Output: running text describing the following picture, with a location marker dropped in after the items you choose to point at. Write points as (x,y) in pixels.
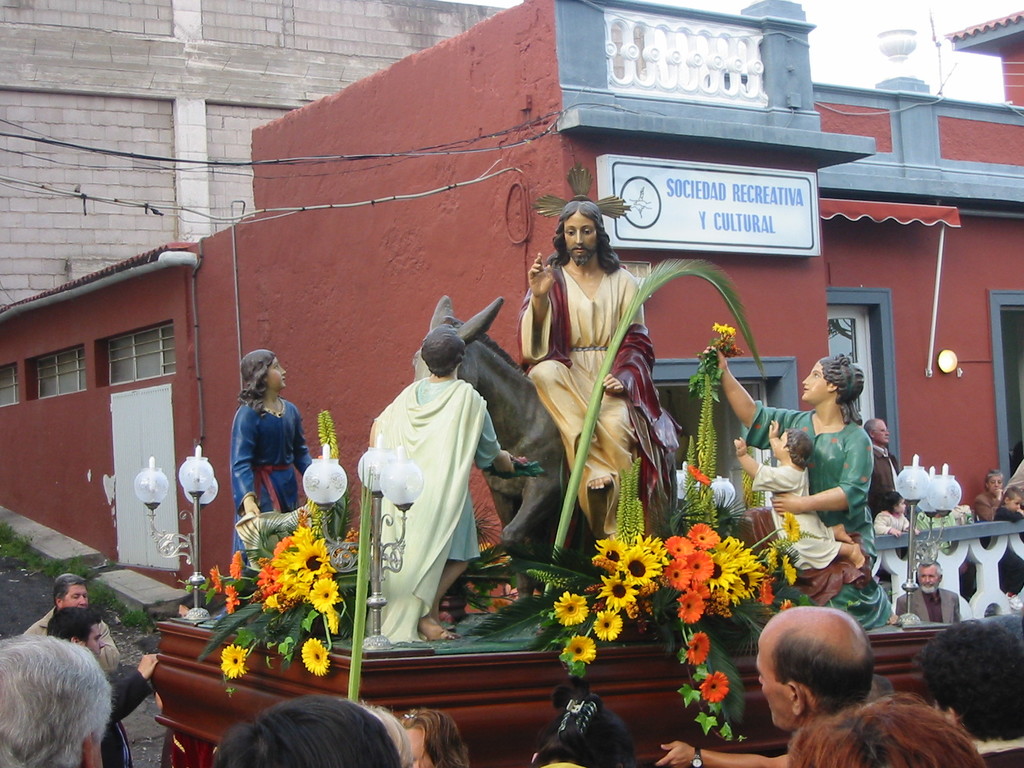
In the foreground of the picture (808,723) there are people (317,728). In the center of the picture (442,486) there is a vehicle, on the vehicle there are flowers (633,493) and sculptures (588,396) of people (555,370) and donkey (539,453) and there are people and lights (313,488) also. In the background (340,204) there are buildings (882,150), board (677,217), cables (211,223), windows (78,361), wall (343,90) and other objects (904,62).
